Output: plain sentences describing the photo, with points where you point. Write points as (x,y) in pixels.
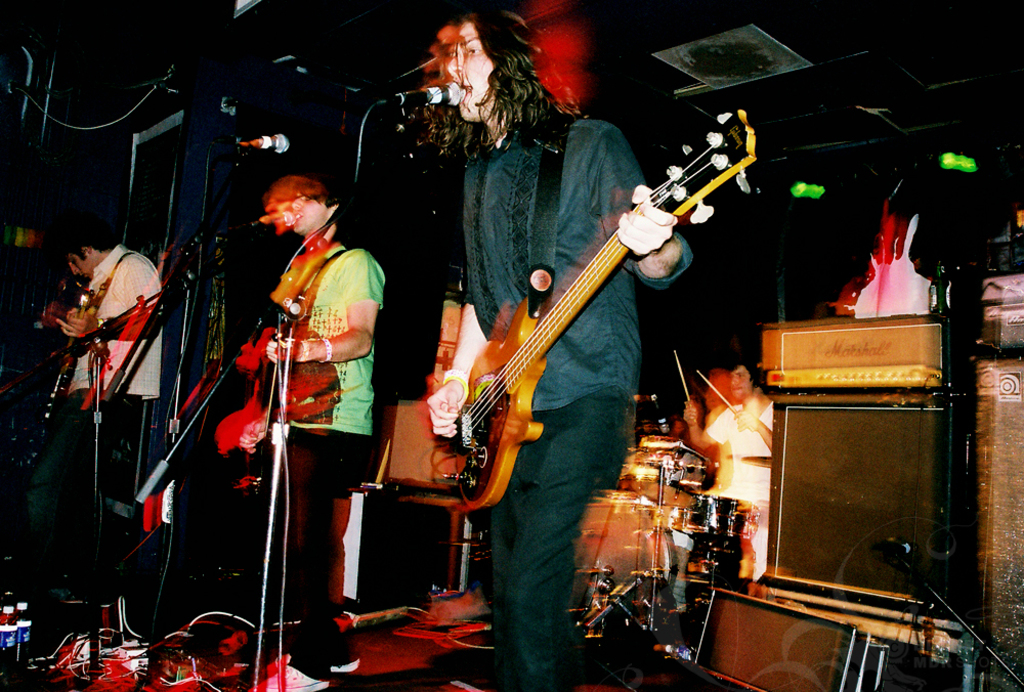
In this picture we can see three persons (443,405) in front of mike (443,94). And they are playing guitar (488,479). On the background (970,160) we can see a green color light (948,162). And these are some musical instruments (692,557).
